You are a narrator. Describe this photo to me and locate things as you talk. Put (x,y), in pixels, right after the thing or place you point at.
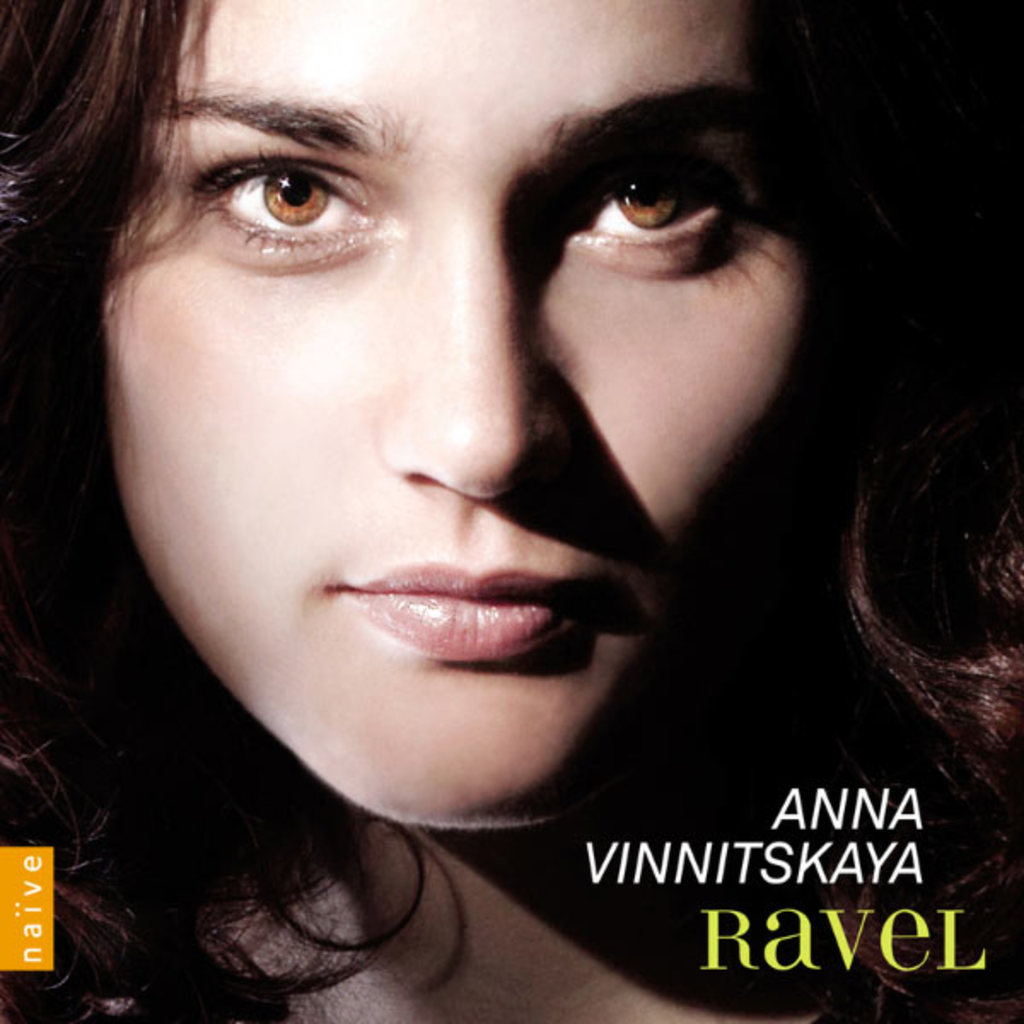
This is an album cover. In this album cover we can see a woman (103,918). At the bottom of the image (40,898), there are words (27,891).
